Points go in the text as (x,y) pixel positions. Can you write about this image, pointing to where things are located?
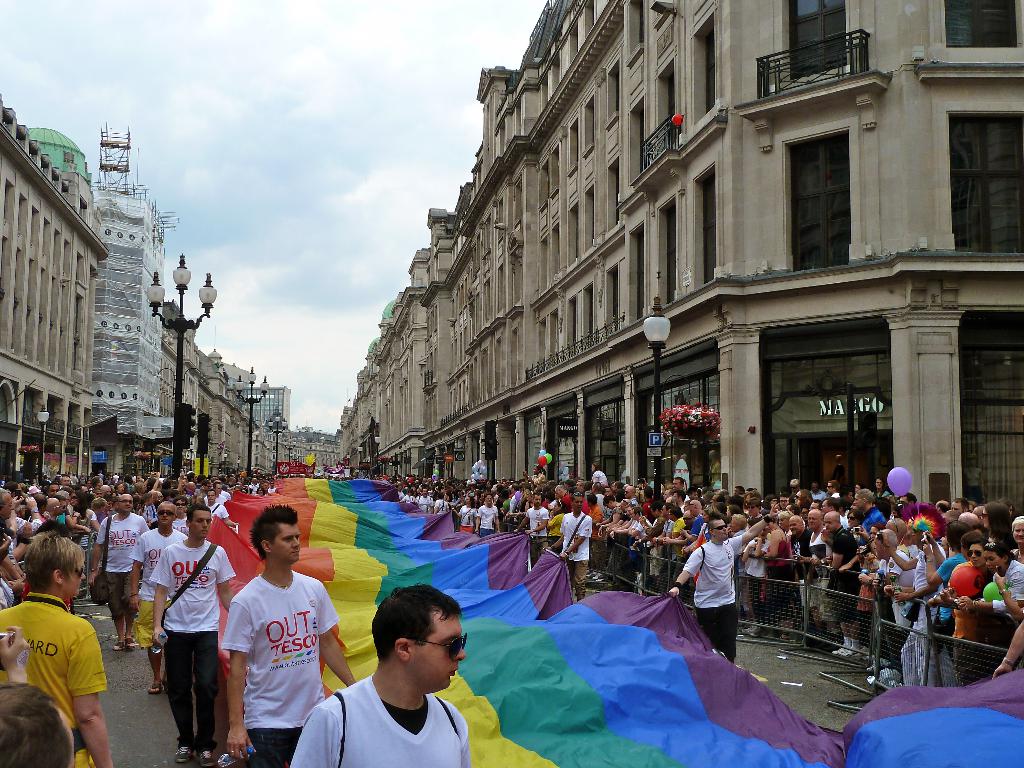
This is an outside view/ At the bottom (206,597), I can see a crowd of people (74,518) standing on the road (164,695). Few people (446,757) are holding a flag (471,714) in the hands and walking on the road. In the background (171,420) there are few light poles (183,322) and buildings (650,252). At the top of the image (267,114) I can see the sky (260,164).
